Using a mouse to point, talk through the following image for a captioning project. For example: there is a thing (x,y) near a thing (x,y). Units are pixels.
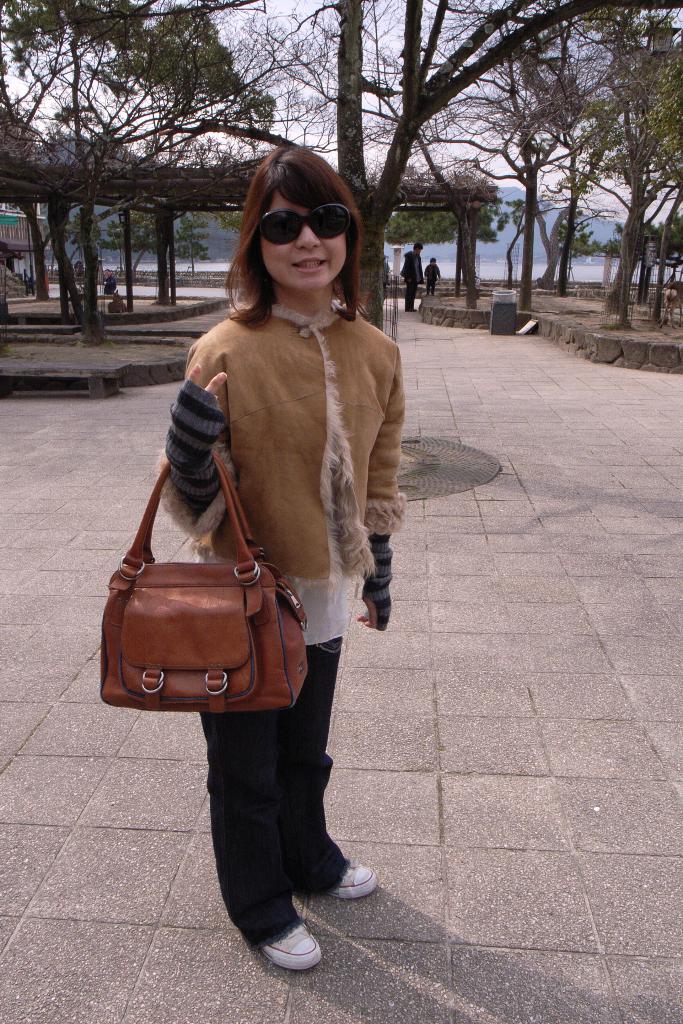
This picture shows a woman (383,423) standing and holding a handbag (114,582) in her hand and we see trees (656,100) on her back and few people (409,291) standing on her back and we see she wore a sunglasses (286,241) and brown coat (317,404).
